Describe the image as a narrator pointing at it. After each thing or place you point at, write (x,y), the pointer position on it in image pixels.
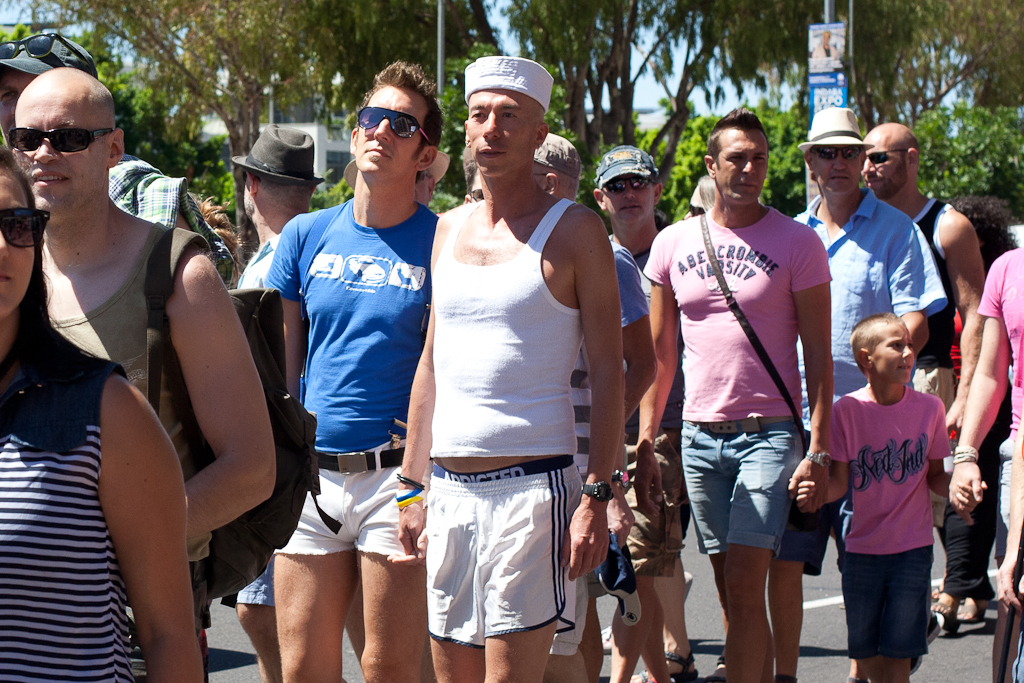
In the center of the image (426,453) there are group of persons (456,547) standing on the road (835,626). In the background (327,127) there is pole (440,77), building (315,130), trees (233,72) and sky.
